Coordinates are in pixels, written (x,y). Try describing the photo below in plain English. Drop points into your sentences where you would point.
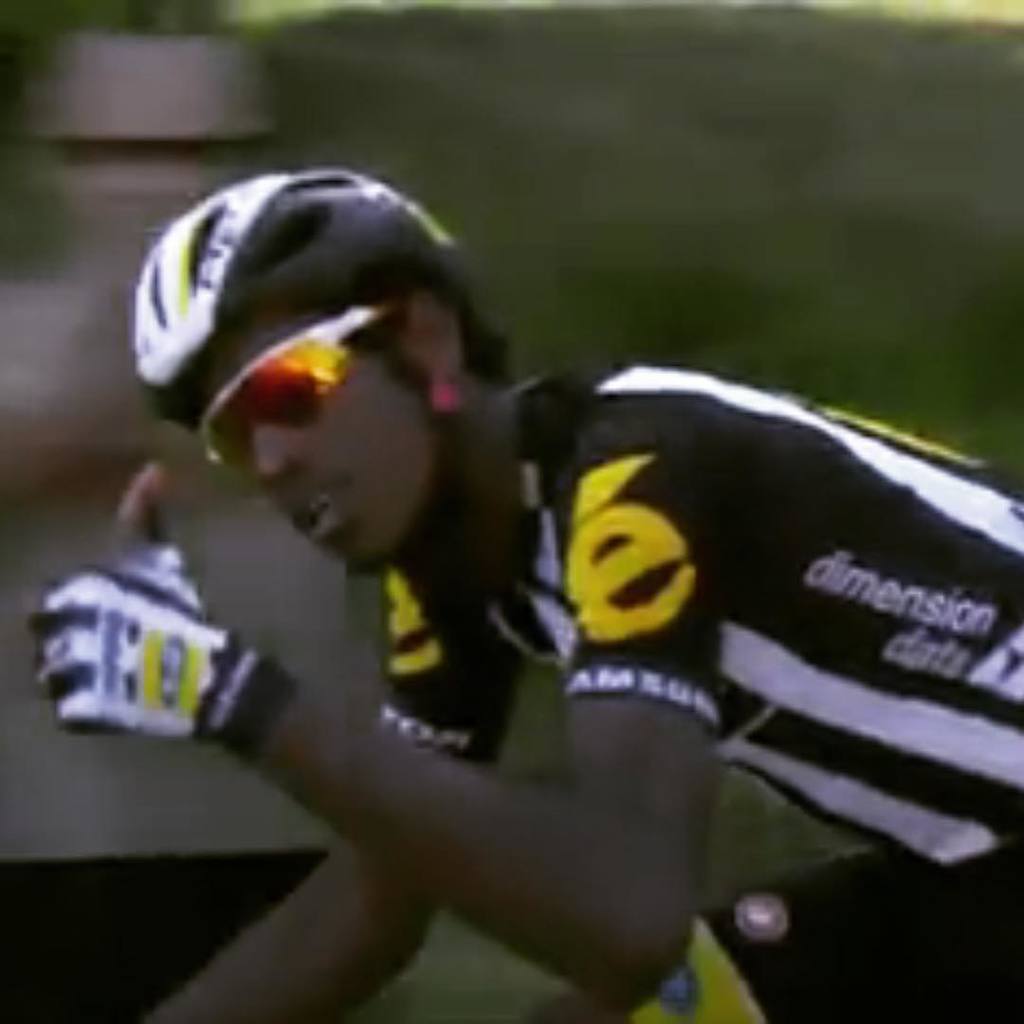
There is a person (449,680) wore helmet (196,248) and glasses (285,355). In the background (712,118) it is blur and green.
